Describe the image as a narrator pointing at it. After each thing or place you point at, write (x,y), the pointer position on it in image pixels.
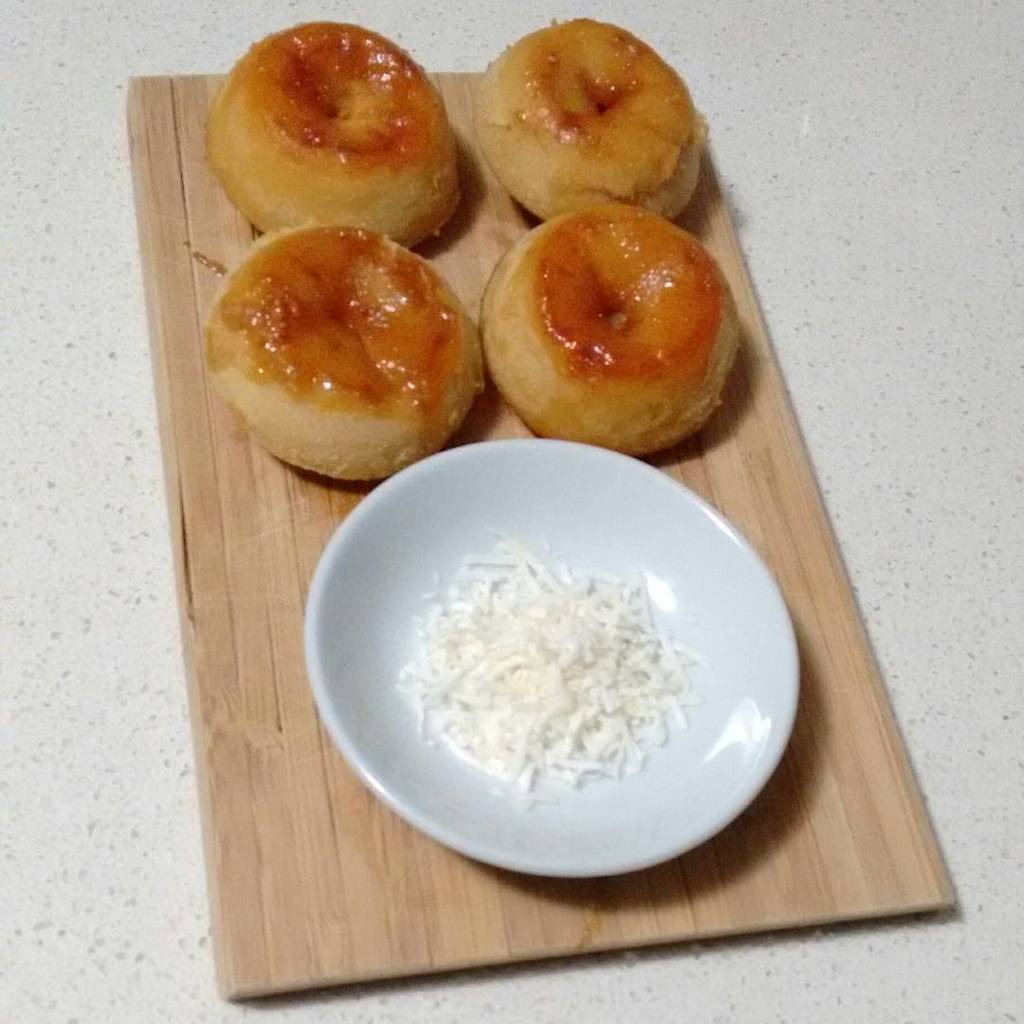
In this picture we can see a white plate (325,656) and some food items (541,653) on a wooden object (235,229).
